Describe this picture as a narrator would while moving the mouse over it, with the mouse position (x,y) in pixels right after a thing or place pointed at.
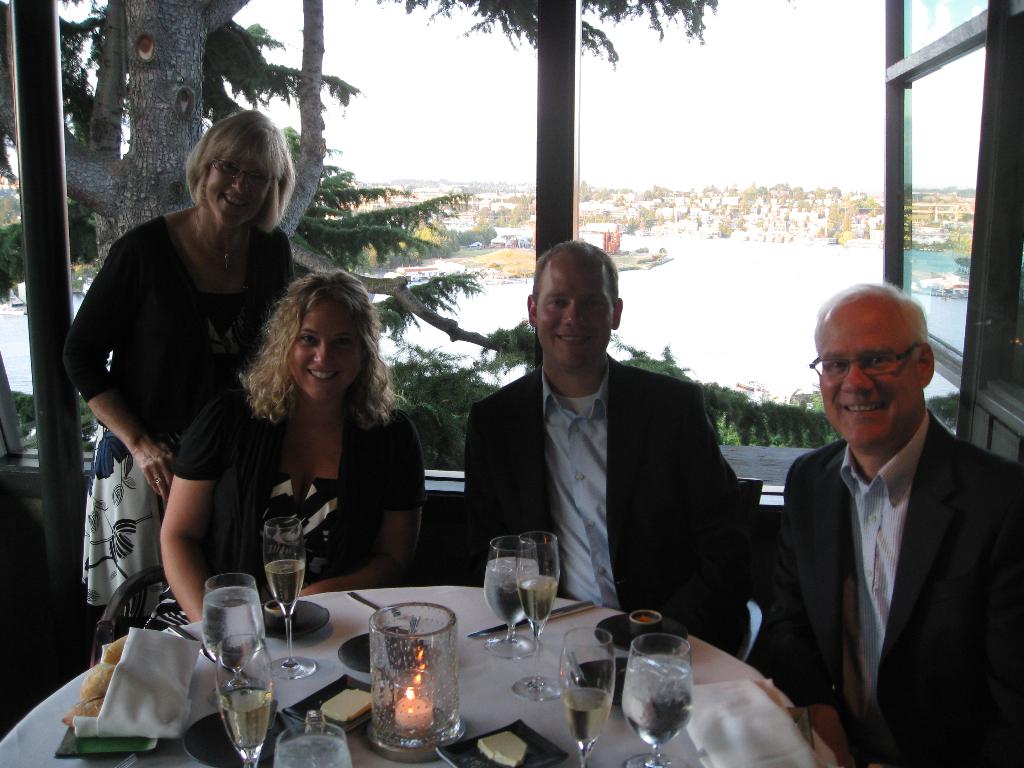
It is a table (470,721), there are drinks (522,647) and water (506,603) and a candle (408,701) and some food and napkins (181,707) and spoons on the table (345,601), there are four people (169,486) at the table (478,677) two (587,469) are men (630,468) and two (344,447) are woman (360,452) all of them are smiling, in the background (473,128) there is a window (628,179), sky (762,133), trees (433,321) and water (708,244).
